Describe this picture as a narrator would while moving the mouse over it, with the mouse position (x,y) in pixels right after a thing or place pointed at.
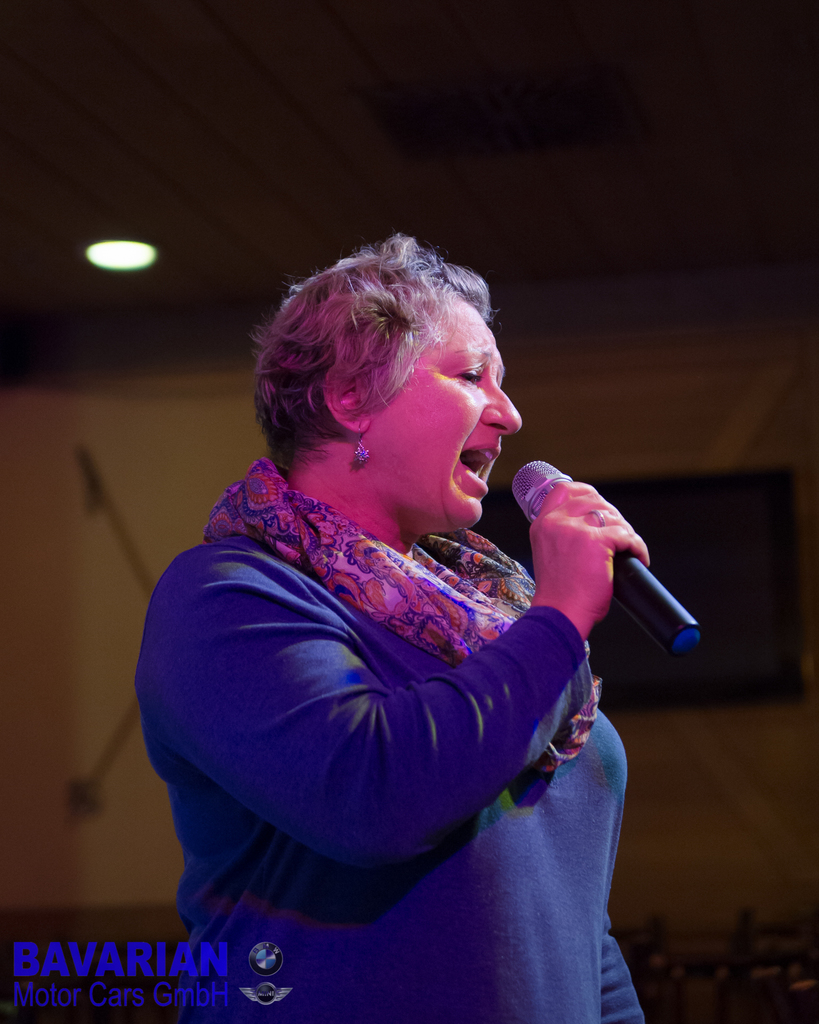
In this image we can see a woman (617,770) holding a mike (644,590) with her hand (602,590). In the background (46,687) we can see wall (803,367), ceiling (381,240), light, and an object (658,510). At the bottom of the image (46,966) we can see something is written on it.
